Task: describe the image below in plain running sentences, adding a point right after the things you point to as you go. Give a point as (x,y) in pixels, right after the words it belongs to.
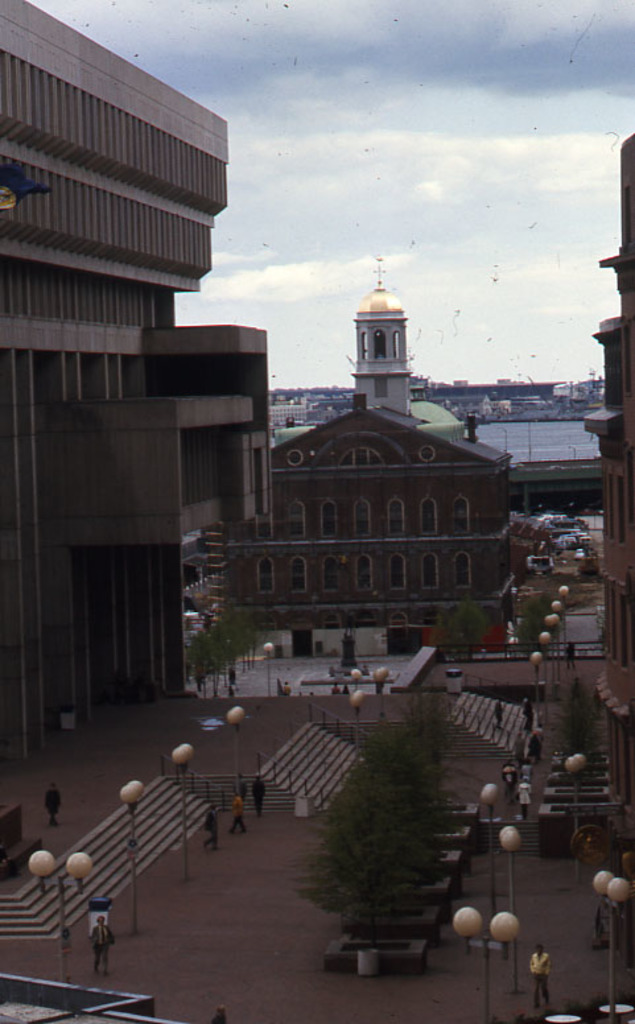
In the foreground of the image (83,859) we can see steps (114,869), street lights (87,866), trees (386,905) and some persons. In the middle of the image (416,563) we can see buildings (440,470). On the top of the image (559,201) we can see the sky (354,99).
